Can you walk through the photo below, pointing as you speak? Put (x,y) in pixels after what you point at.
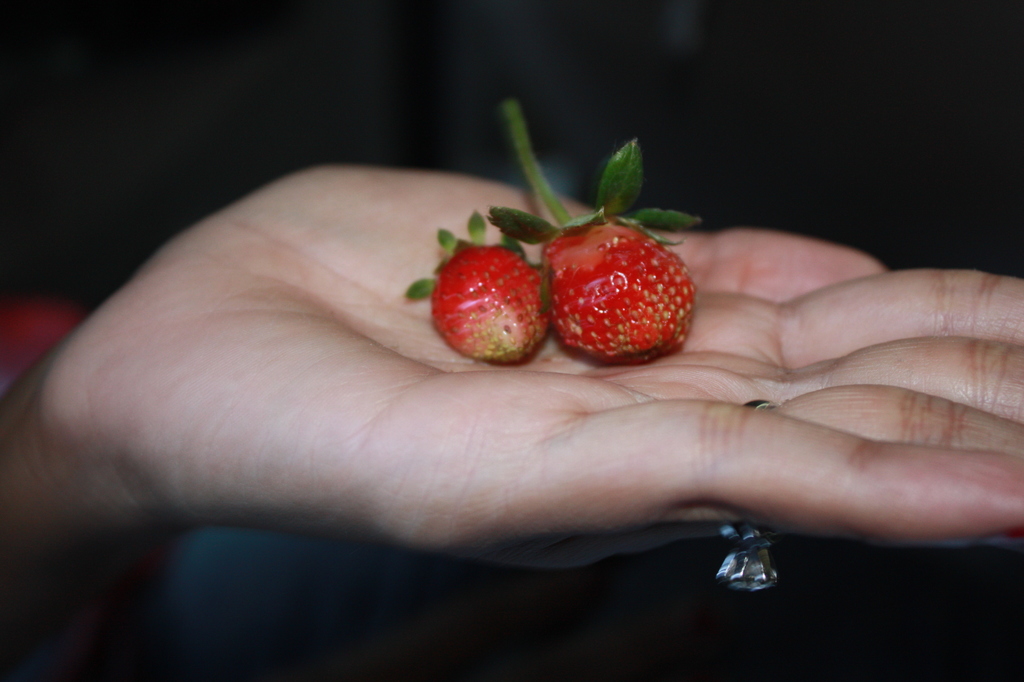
This image consists of person's hand (751,258). On which there are two strawberries (508,250).
